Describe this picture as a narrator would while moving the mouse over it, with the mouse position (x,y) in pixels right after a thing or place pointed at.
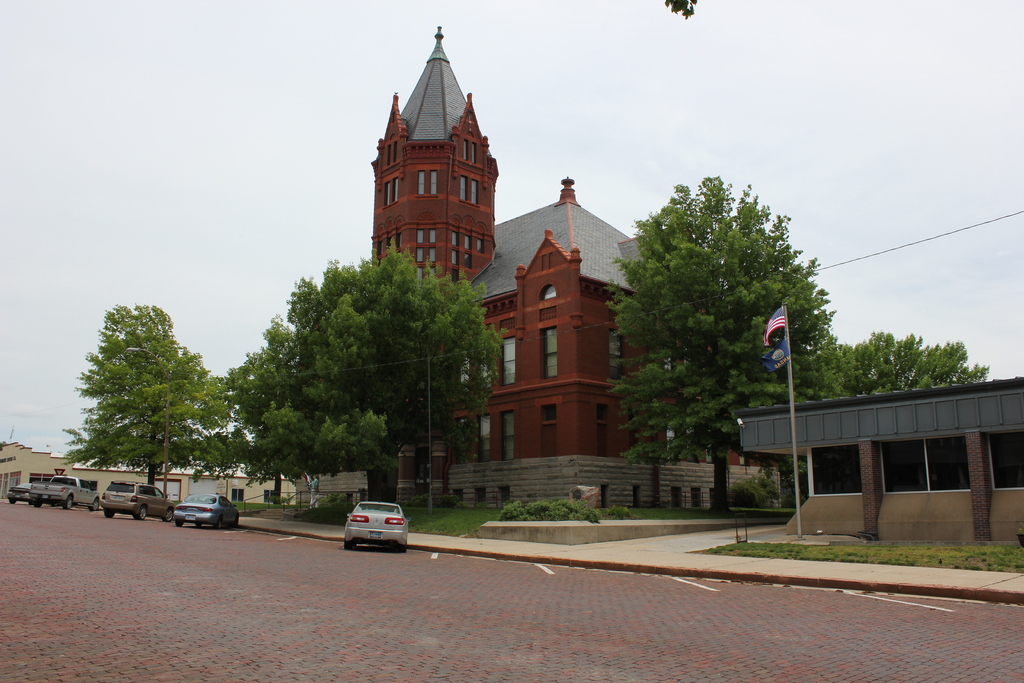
There is a road (824,621) in the foreground area of the image (398,574), there are trees (462,402), houses (581,419), vehicles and the sky (939,281) in the background (601,309).
